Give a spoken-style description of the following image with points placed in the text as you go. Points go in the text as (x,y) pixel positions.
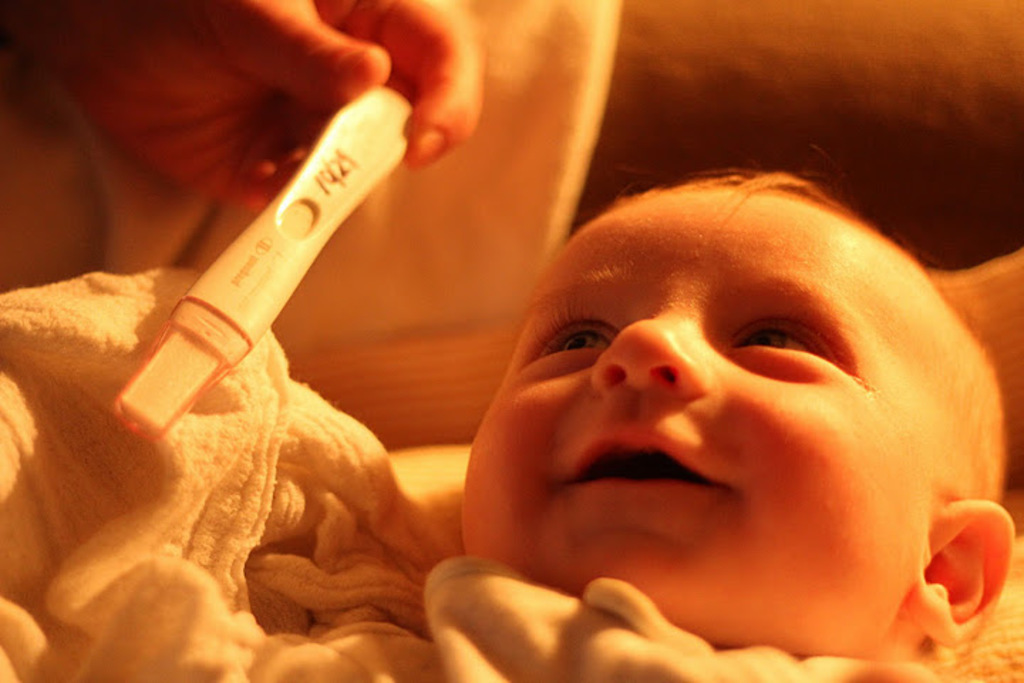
There is a small baby (644,584), it seems like a towel (205,468) in the foreground (452,511) and there is an object (317,182) in a hand (310,109) in the top left side (340,172).
